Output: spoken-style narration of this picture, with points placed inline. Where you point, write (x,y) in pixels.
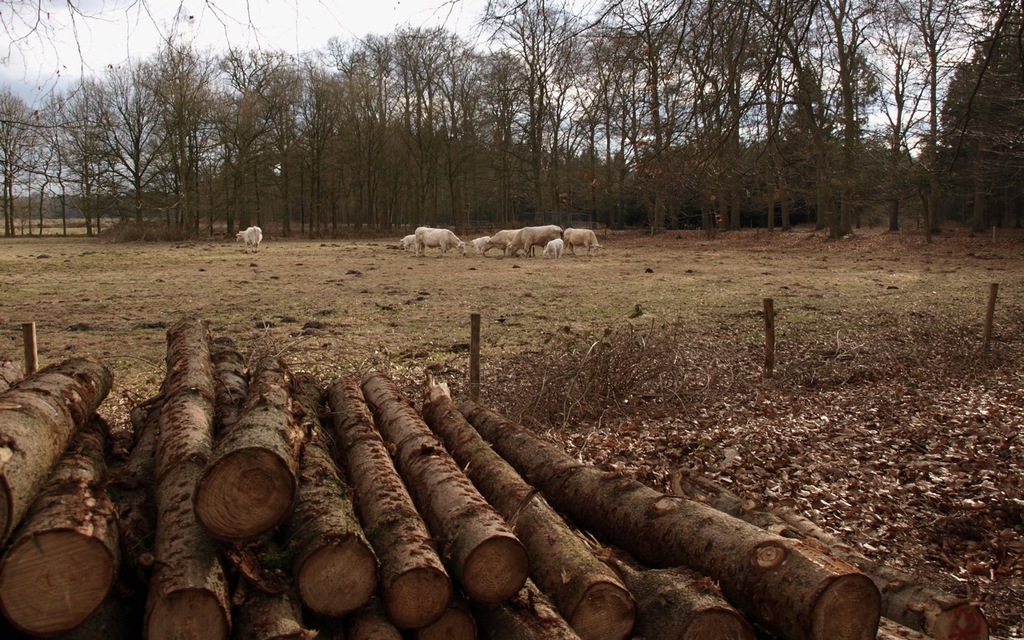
In this image we can see wooden logs (494,525). Also there are poles (25,349). In the back (547,249) there are animals (425,235). Also there are trees (533,163). In the background (500,9) there is sky (430,19).
